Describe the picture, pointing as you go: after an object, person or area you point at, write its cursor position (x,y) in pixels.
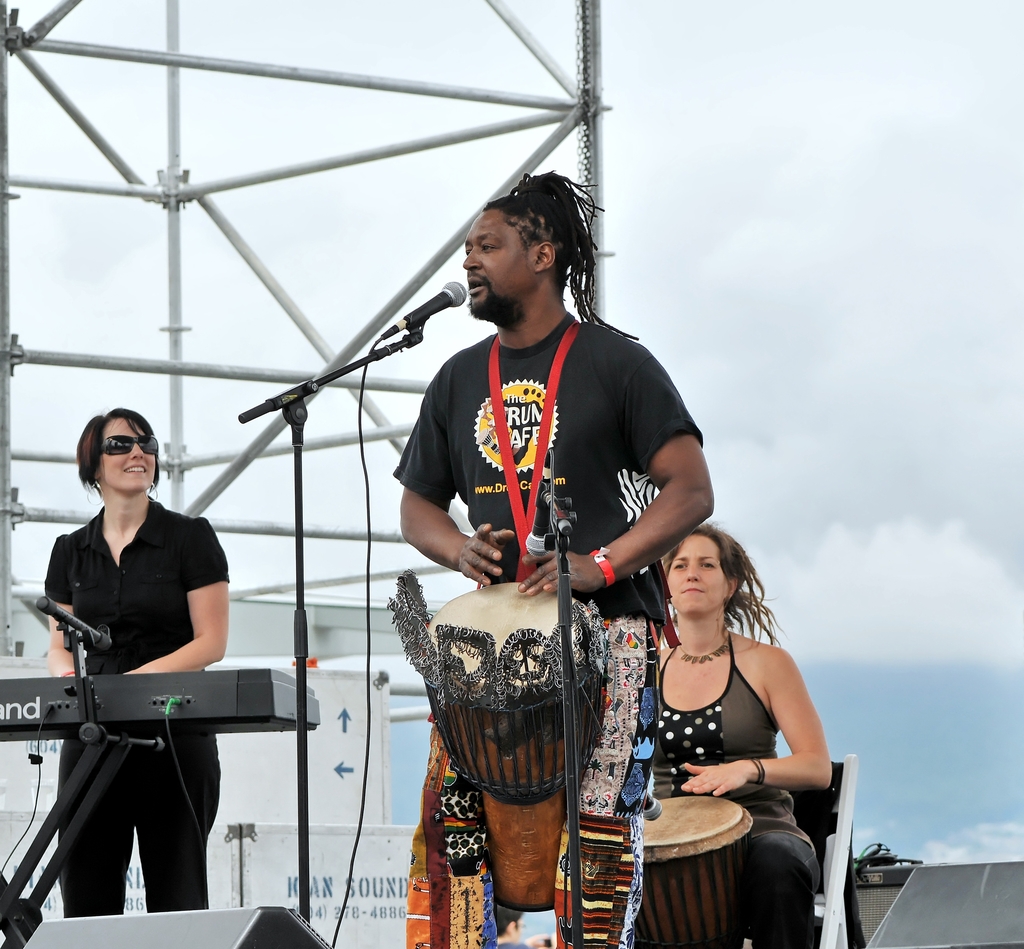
In this image I see 3 persons (95,810) in which 2 of them are women (177,889) and another is a man (555,404). I can also see that 2 of them are standing and this woman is sitting and all of them have their instruments (556,695) near them. In the background (20,78) I see rods (368,329) and the sky (45,375).
